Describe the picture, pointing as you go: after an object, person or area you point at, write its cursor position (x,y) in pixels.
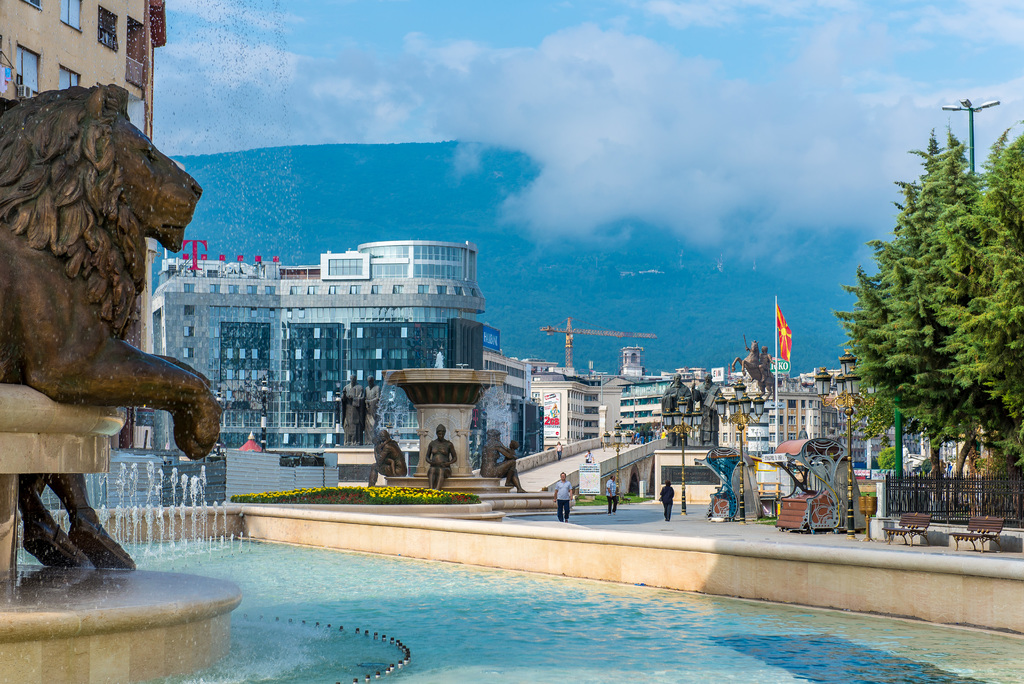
In this picture I can see there is a fountain (729,615) and there is a lion's statue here and there are few buildings (793,379), there are few people (664,495) walking here and there are trees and the sky (978,85) is cloudy.
